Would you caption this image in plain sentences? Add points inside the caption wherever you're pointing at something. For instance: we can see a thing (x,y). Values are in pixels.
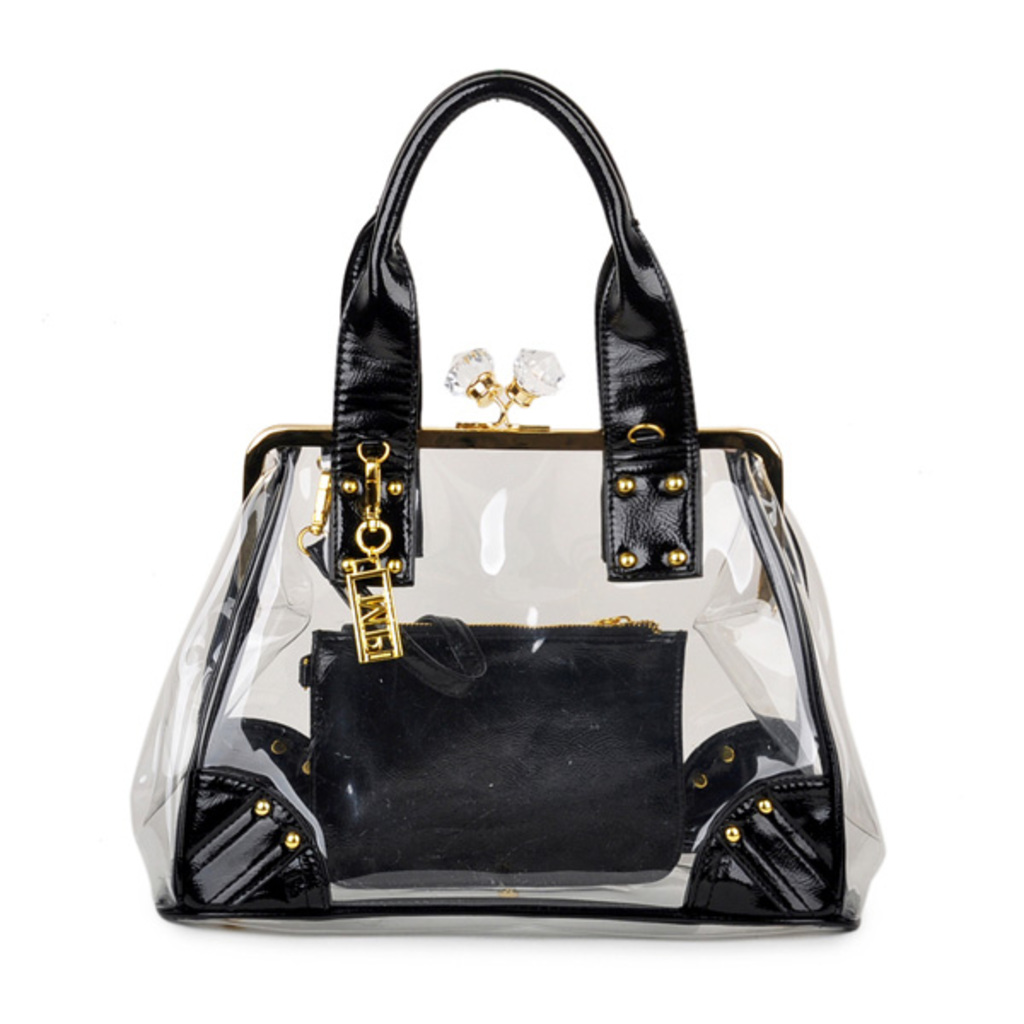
This is the picture of a handbag (454,563) which is in black and golden color.
